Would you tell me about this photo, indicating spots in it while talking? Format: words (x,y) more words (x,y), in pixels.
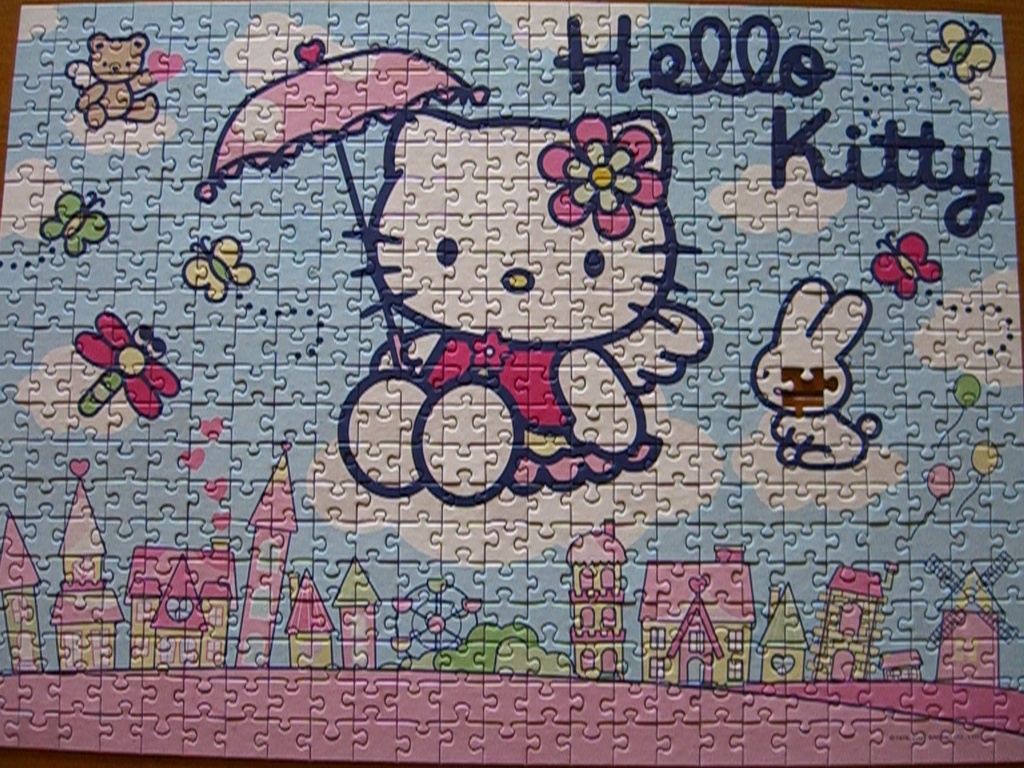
In this image we can see a puzzle game (464,339), in the game (239,514) there are pictures (396,284) of dolls (574,200), insects (99,344), buildings (778,621), also we can see the text (795,87) on the game (738,94).
